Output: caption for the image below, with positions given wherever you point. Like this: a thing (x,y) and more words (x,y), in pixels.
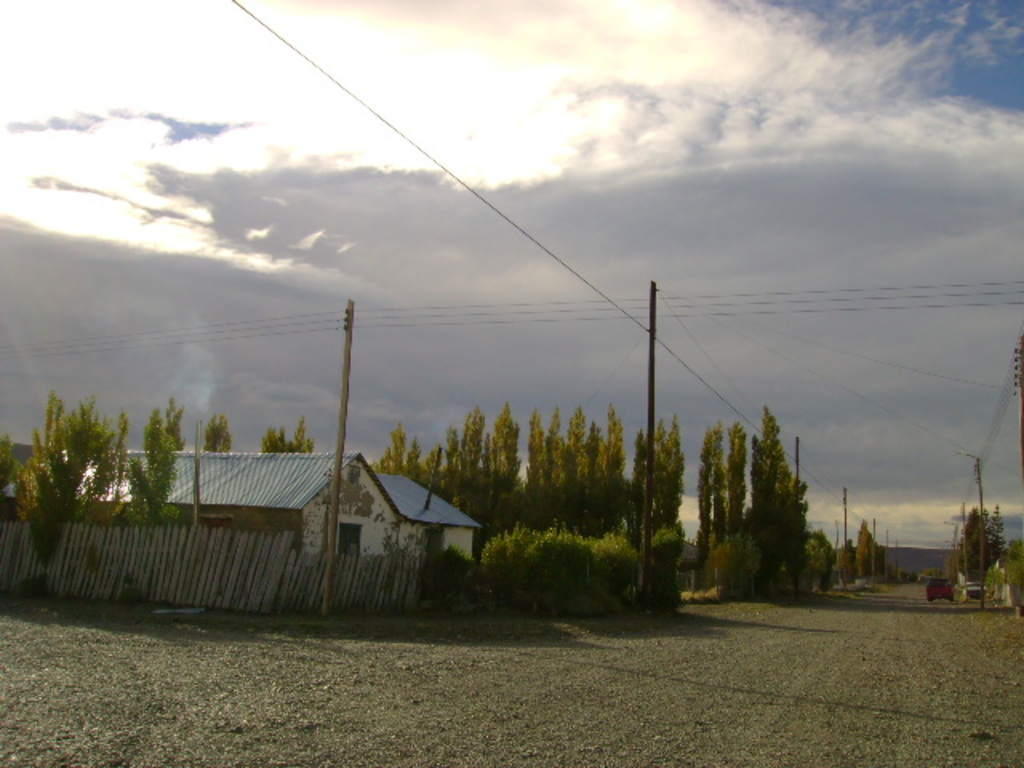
In the foreground of the picture (238,648) there are gravel stones (101,670). In the center of the picture (405,447) there are trees (622,502), current poles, cables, houses (387,521), path (911,619), vehicle (927,584) and other objects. In the background (647,280) it is sky (530,251), sky (547,242) is cloudy.
